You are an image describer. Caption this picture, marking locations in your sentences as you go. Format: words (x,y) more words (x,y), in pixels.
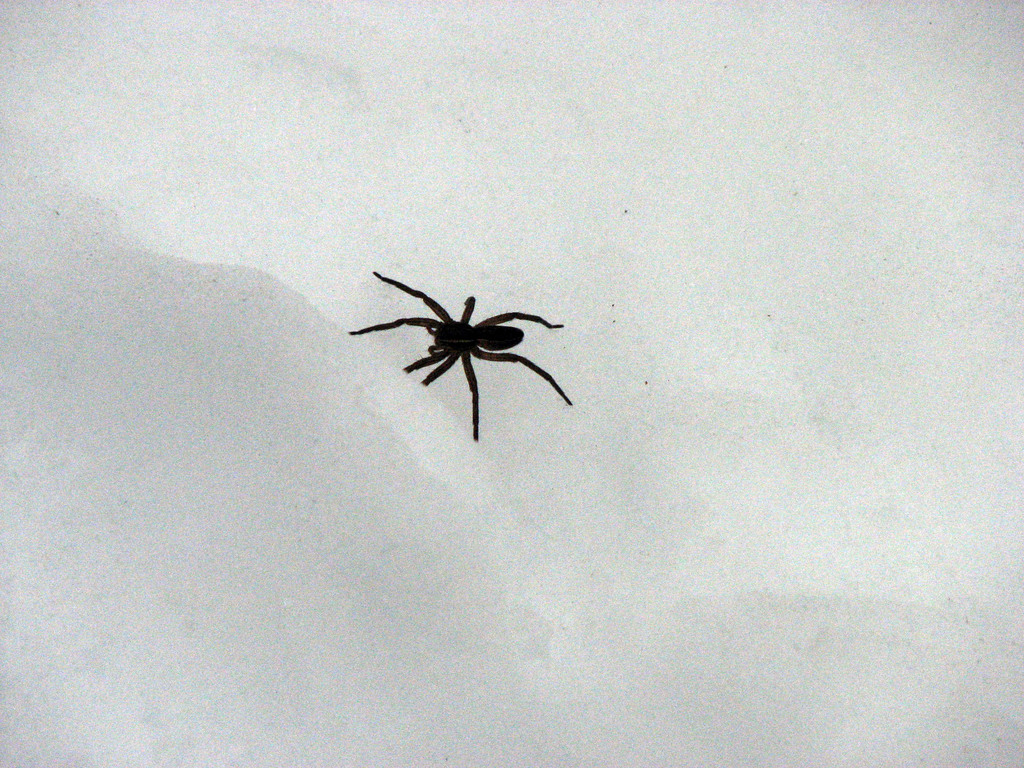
In the image there is a spider (423,295) on a plane surface (637,314).
